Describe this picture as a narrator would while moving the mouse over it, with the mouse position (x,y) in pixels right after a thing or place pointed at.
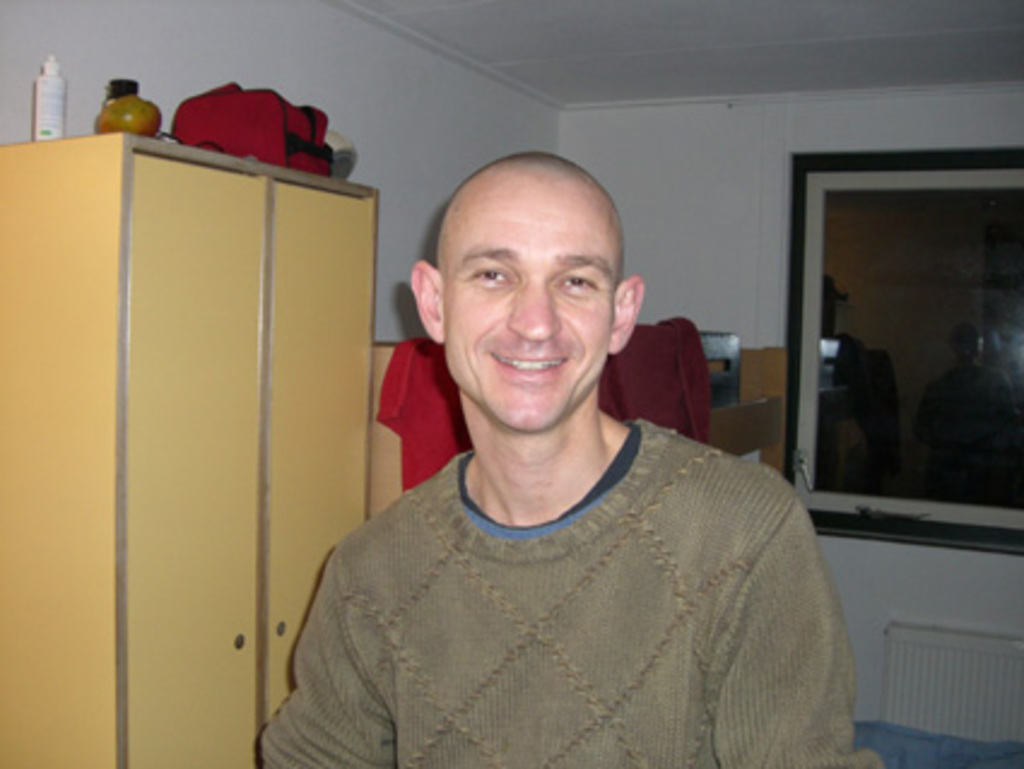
In this picture I can see there is a man (645,619) standing here and he is wearing a sweater (554,651) and there is a cupboard (251,371) in the backdrop (225,240). There is a window (885,396).
